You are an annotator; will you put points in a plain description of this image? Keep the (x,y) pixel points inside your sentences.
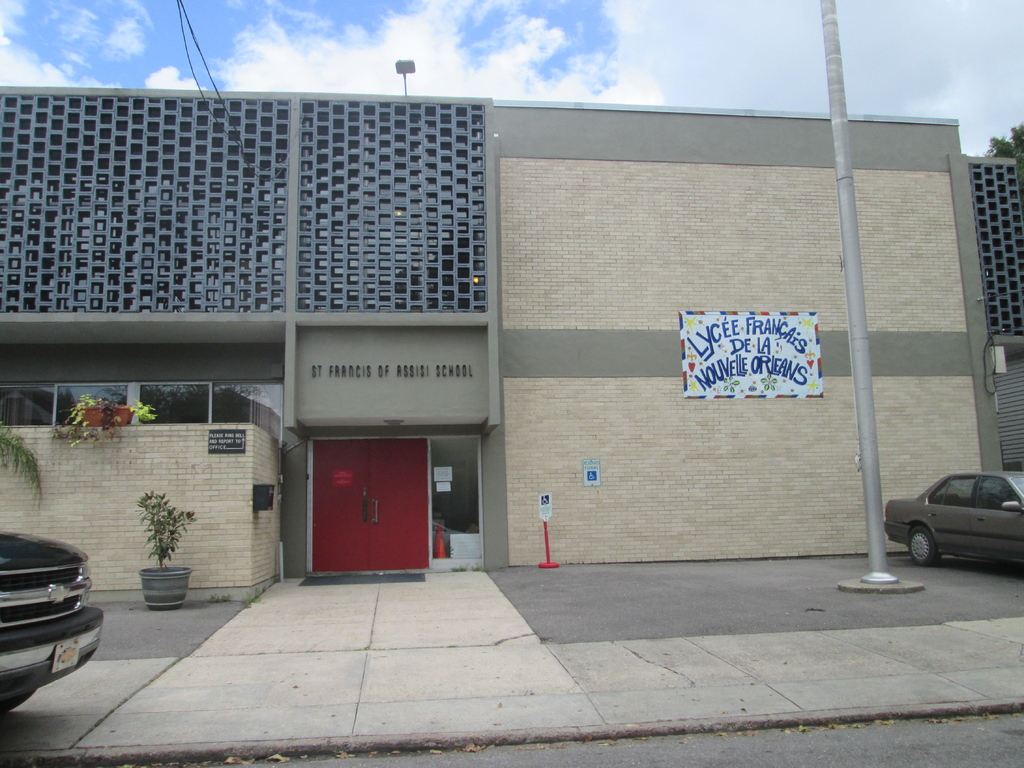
In this picture I can see vehicles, there are plants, boards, there is a building (1010,353), and in the background (773,5) there is the sky (666,76).
